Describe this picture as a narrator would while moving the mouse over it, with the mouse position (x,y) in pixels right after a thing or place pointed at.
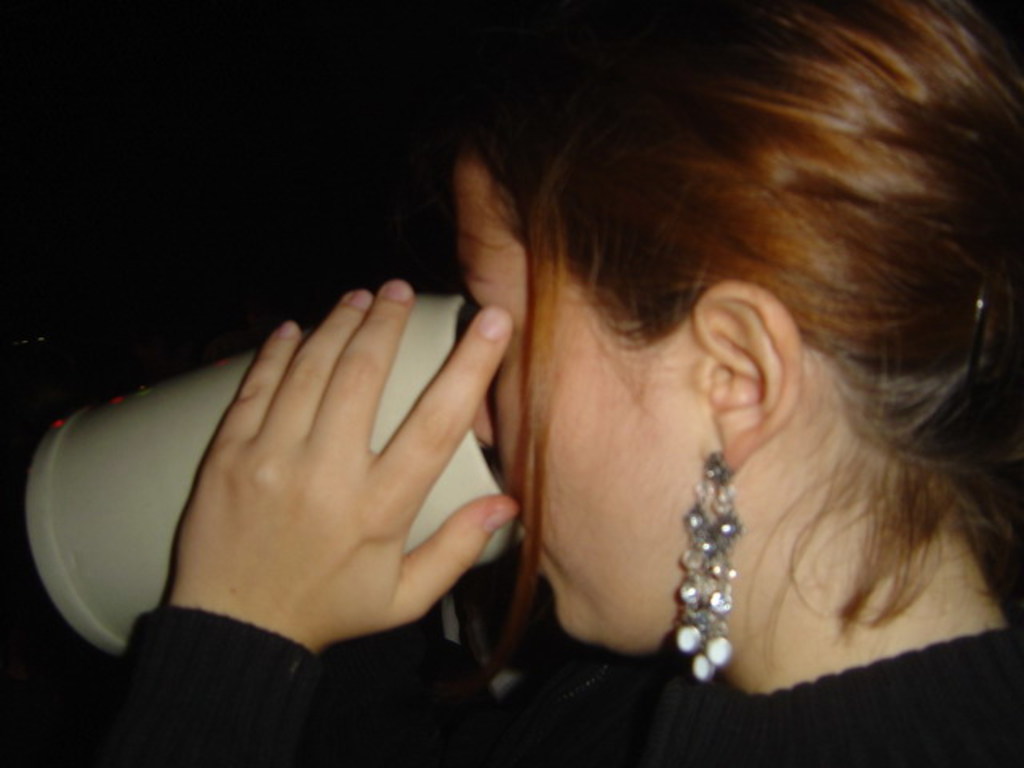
In this image we can see a woman (386,694) wearing a black color dress (711,723) and earrings (680,601) is holding a cup (107,562) and drinking. The background of the image is dark.
